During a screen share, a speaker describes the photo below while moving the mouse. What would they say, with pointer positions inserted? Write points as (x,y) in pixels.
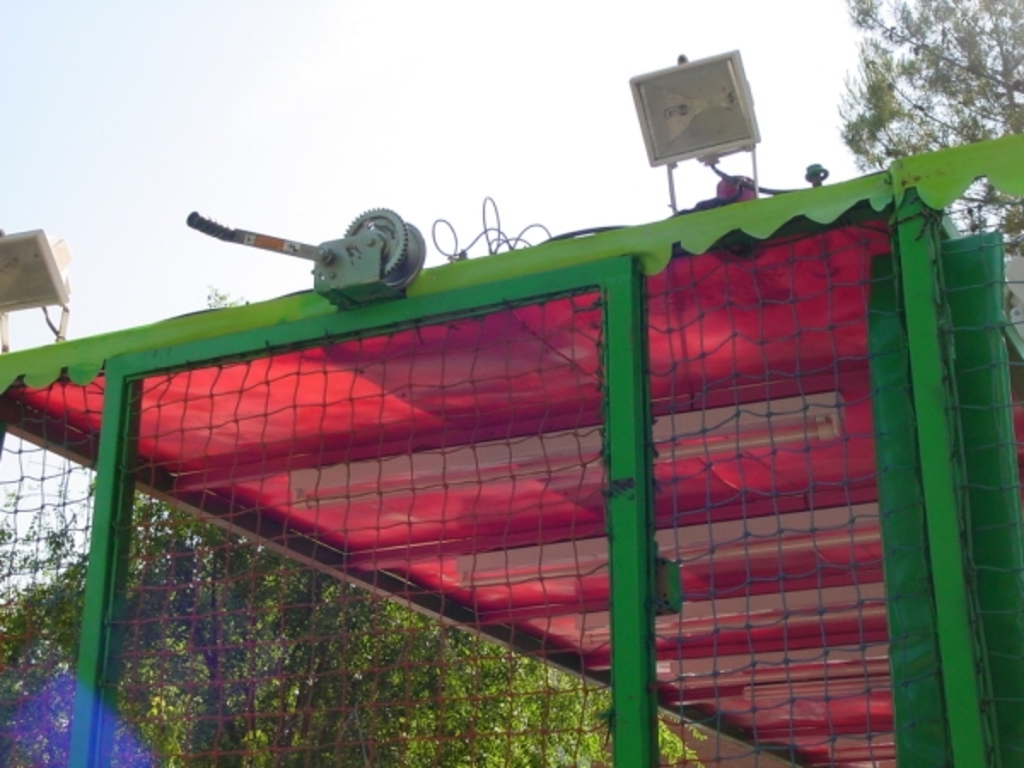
This image is taken outdoors. At the top of the image (168,130) there is the sky (168,130). In the background (330,649) there are a few trees (936,52). In the middle of the image (374,360) there is a tent (867,258) and there is a mesh (519,549). There are two lights (675,96) and there is a pulley (324,249).
